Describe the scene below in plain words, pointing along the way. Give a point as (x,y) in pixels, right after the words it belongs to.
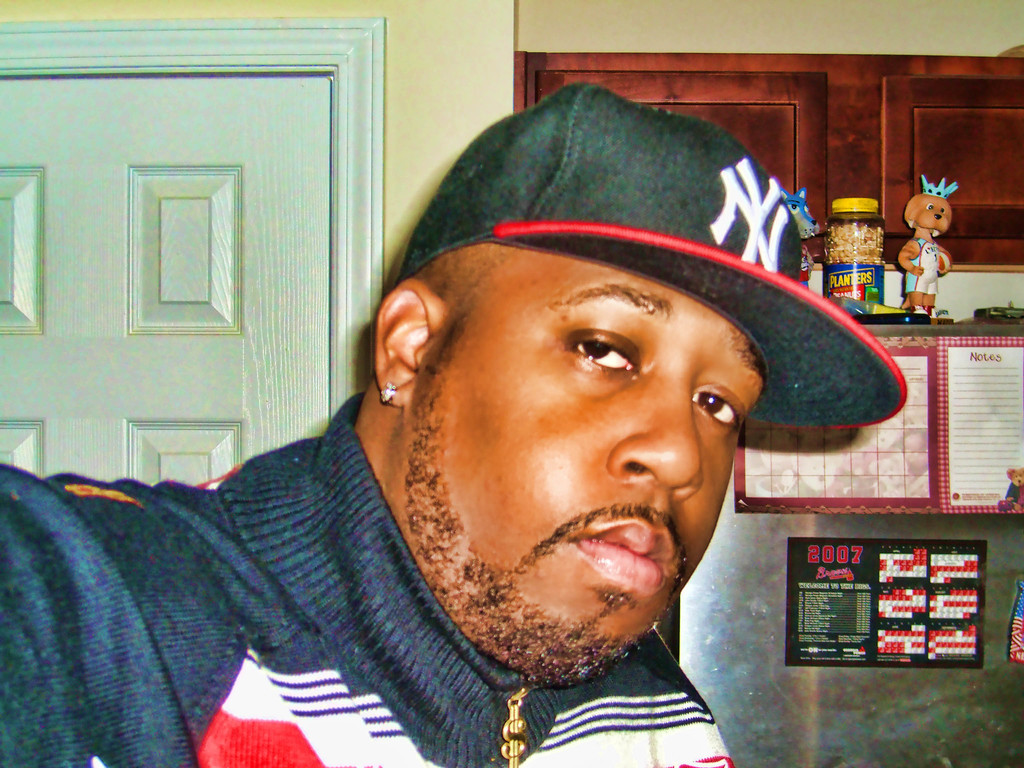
In this picture we can see a man (215,534) wore a cap (674,281) and at the back of him we can see a door (83,112), jar (844,244), toys (933,221), cupboards (861,182) and posters (917,409) on the refrigerator (956,726).
